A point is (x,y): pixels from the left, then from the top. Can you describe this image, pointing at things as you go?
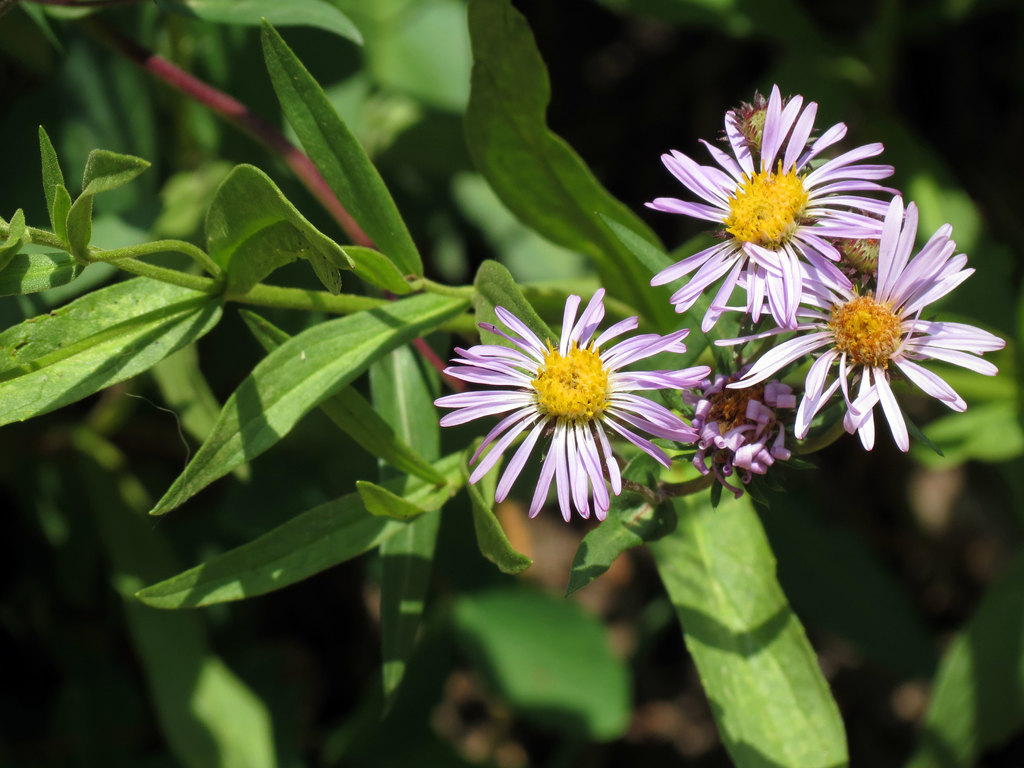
In this picture, we see the plants (477,486) which have flowers (592,302) and these flowers (731,427) are in violet color. In the background (660,101), we see the plants (452,42) or trees (429,69). This picture is blurred in the background (475,696).
